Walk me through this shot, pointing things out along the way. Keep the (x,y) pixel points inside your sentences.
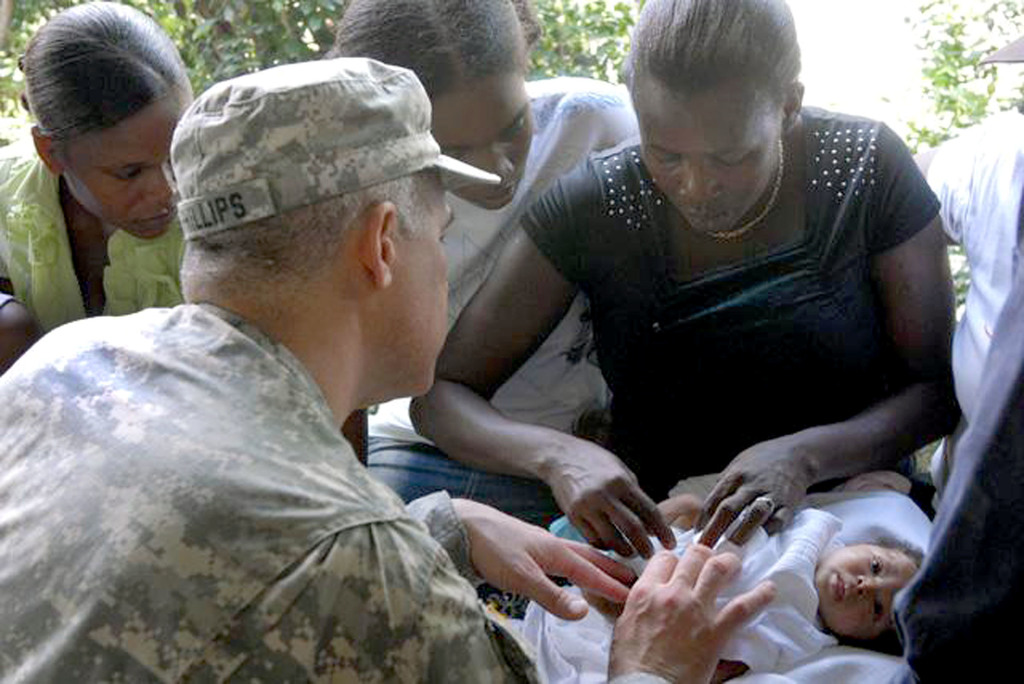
In the image we can see few people (488,442) are sitting. Bottom right side of the image (886,608) there is a baby (576,645). Behind them there are some trees (928,25).
